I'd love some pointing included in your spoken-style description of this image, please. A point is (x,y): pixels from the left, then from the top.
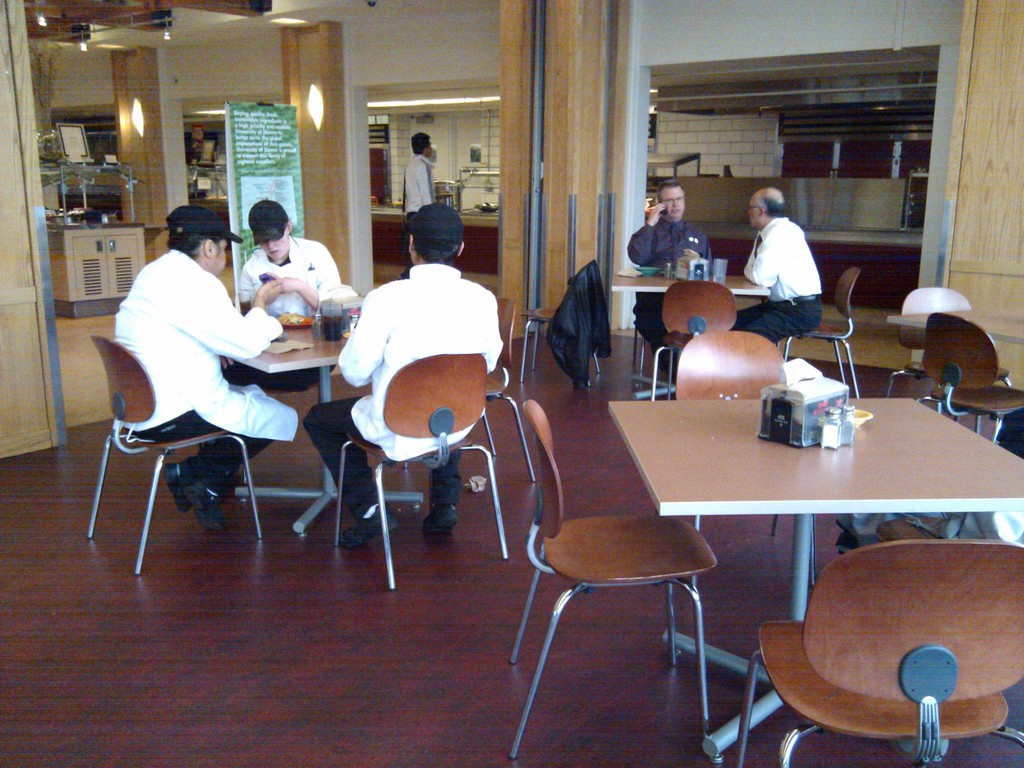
Here we can see tables (756,433) and chairs (682,368) present and there are group of people (264,317) sitting on the tables (754,448) and chairs (445,357).
